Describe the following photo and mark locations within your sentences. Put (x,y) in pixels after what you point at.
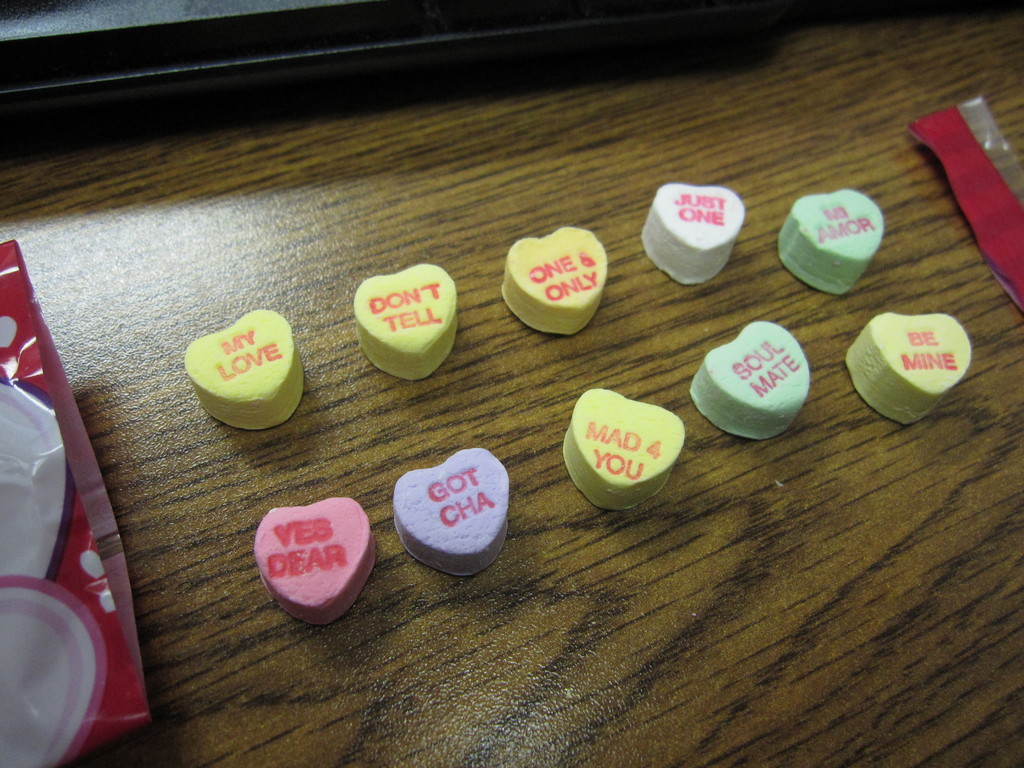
In the image there are heart shaped candies (700,406) on a wooden table (167,238) with a cover (0,670) beside it on the left side (15,596).
